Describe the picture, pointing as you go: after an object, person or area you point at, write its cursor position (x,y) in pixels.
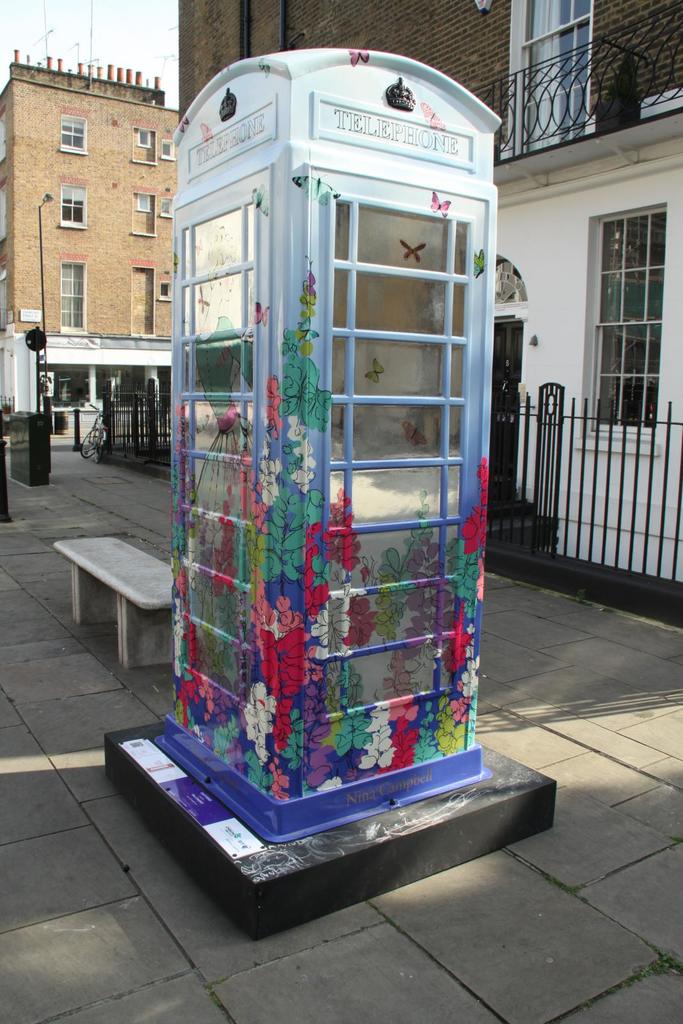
In this image I can see a white colour telephone booth (217,520), a bench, few buildings (622,189), windows (80,210) and shadows (61,743).
